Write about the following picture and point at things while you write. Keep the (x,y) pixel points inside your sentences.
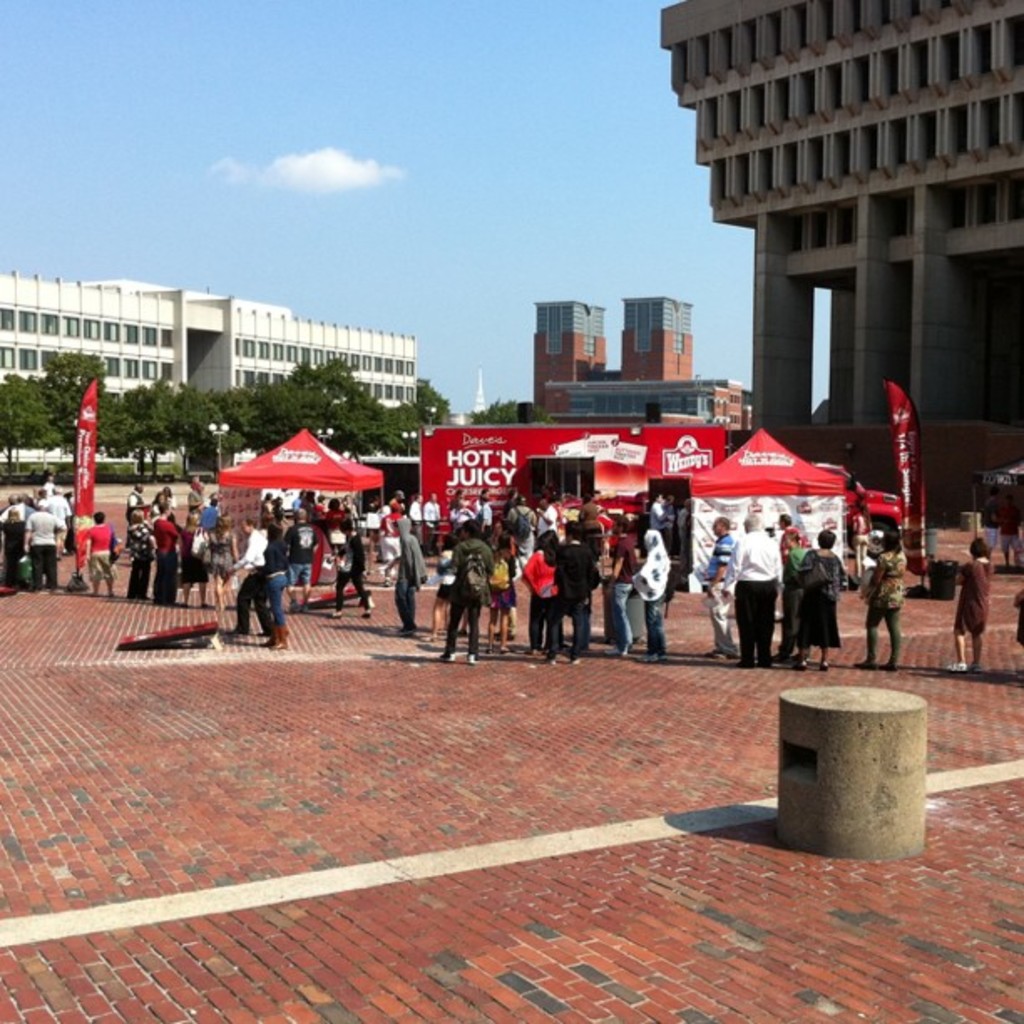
In this picture we can see the sky (615,65), buildings (761,350), trees (37,402). We can see the stalls (610,500), hoardings (636,456), people (829,594). At the bottom portion of the picture (322,826) we can see an object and a small pillar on the floor (223,739).
